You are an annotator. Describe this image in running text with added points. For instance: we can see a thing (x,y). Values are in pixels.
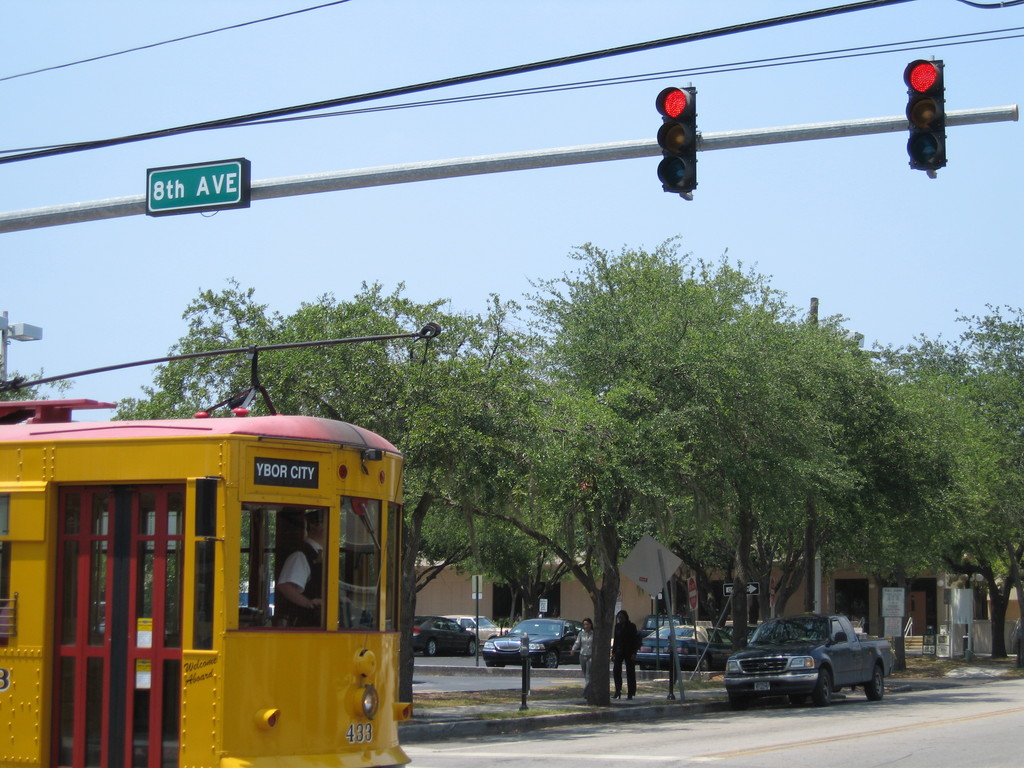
In this image there is a train (276,566) on the road (434,765). At the top (660,159) there are traffic signal lights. In the background (522,452) there are trees (545,440). On the road (862,695) there is a truck (805,672). In the background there is a building (651,608). In front of the building (627,584) there are few cars (507,639) parked on the road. At the top (945,241) there is the sky (941,274).
